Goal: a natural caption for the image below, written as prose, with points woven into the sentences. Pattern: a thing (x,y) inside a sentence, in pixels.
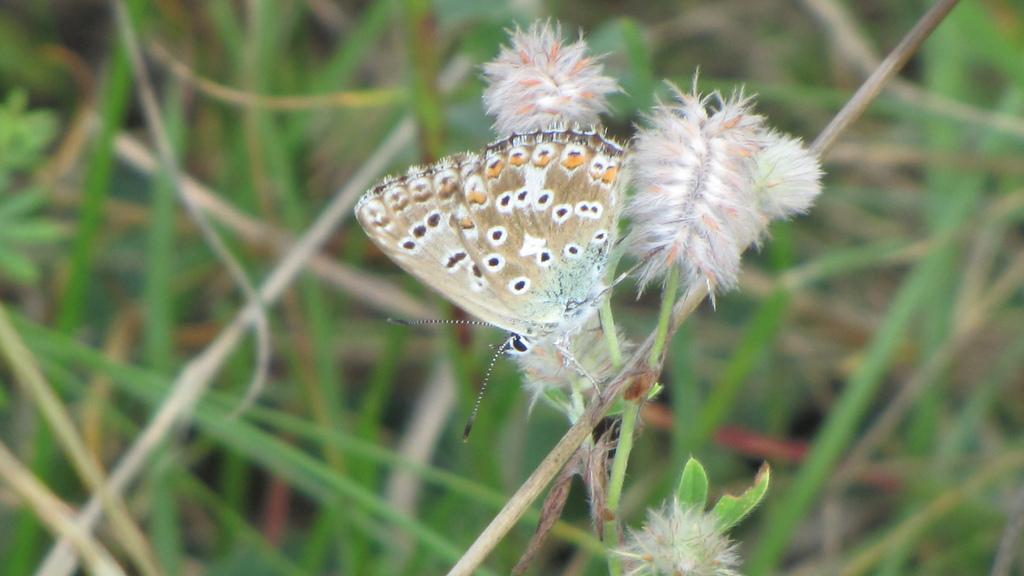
Here we can see a butterfly (578,261). Background (804,10) it is blur.
